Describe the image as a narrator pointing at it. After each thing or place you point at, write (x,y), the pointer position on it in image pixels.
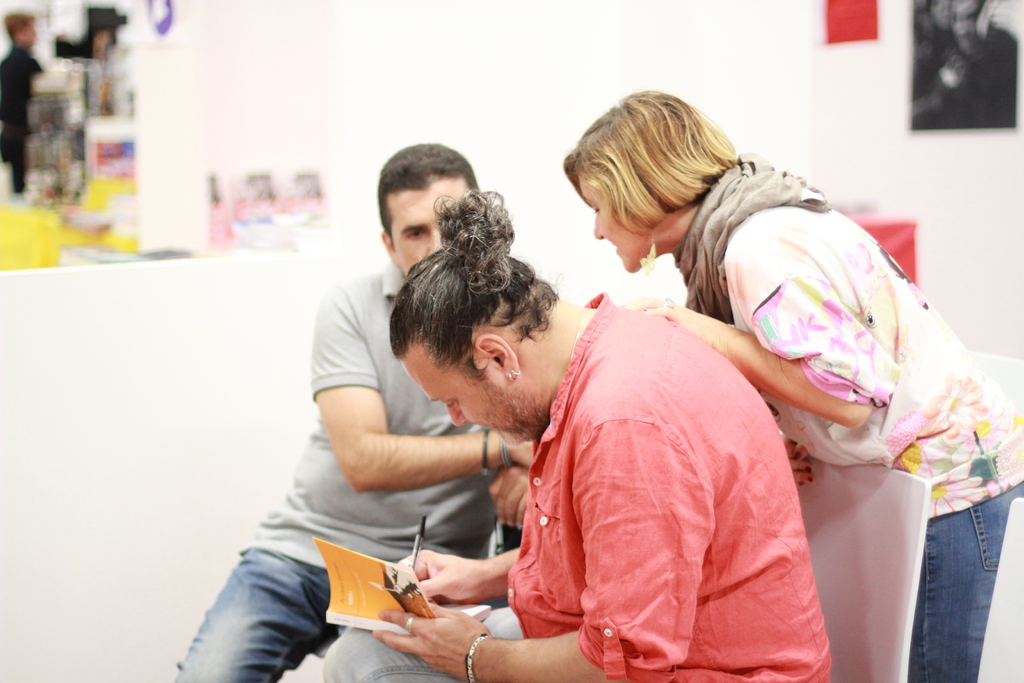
This image consists of three persons (499,513). In the front (442,552), we can see a man (440,584) sitting in the chair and writing in a book (384,576). In the background (814,67), we can see the posters (925,61) on the wall (670,0). The chair (834,633) is in white color.
